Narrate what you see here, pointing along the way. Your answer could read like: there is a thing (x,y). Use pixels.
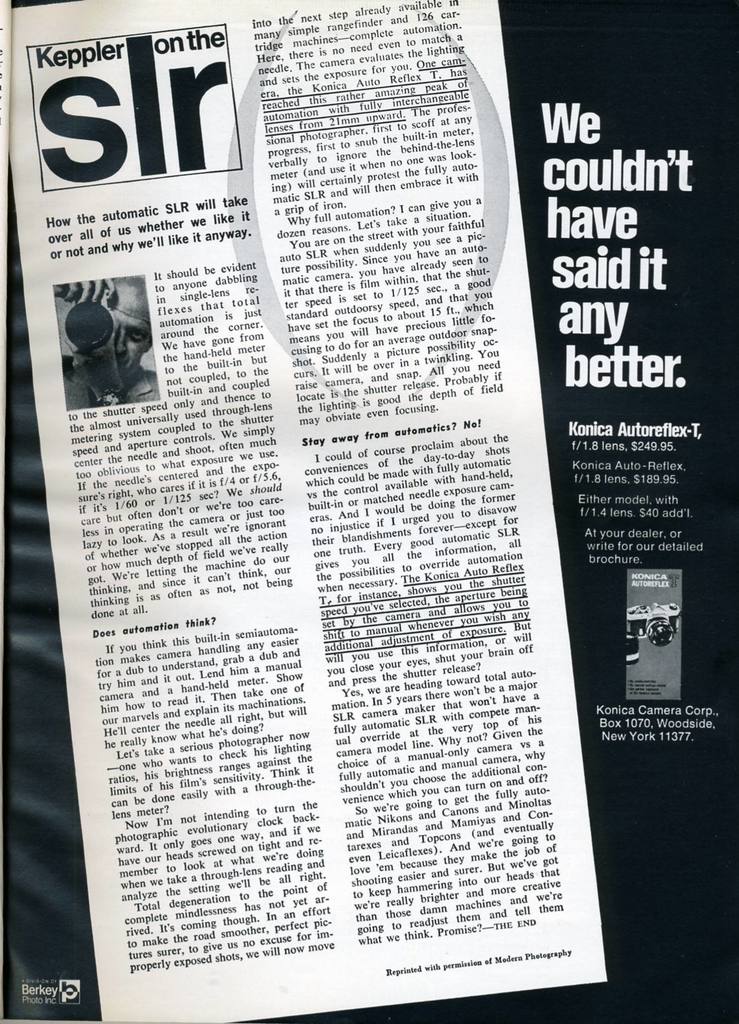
In this image in the center (447,517) there is one newspaper (42,444), on the paper (299,696) there is some text (343,730) and on the right side (633,695) also there is some text (620,549) and some object (637,624).
